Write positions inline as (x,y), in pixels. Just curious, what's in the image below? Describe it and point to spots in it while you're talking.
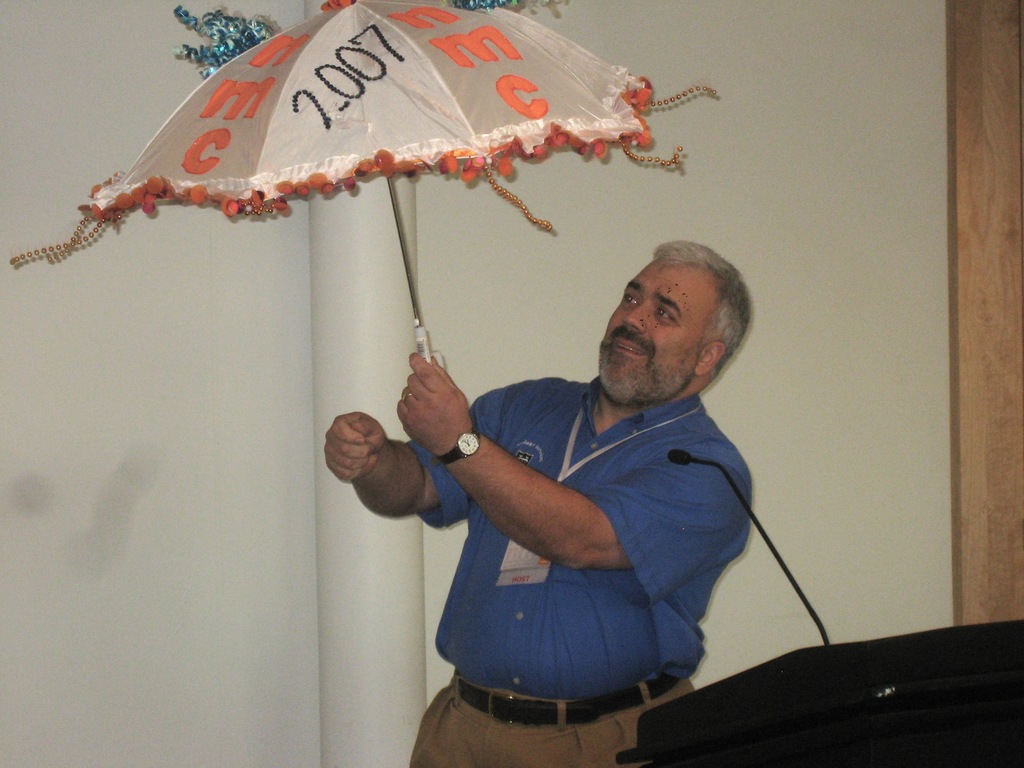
In this image I can see a person (620,486) wearing blue and brown color dress (675,546). He is holding umbrella (447,8) which is in orange and white color. I can see a mic (810,610) and podium (945,681). The wall (827,157) is in white color.
